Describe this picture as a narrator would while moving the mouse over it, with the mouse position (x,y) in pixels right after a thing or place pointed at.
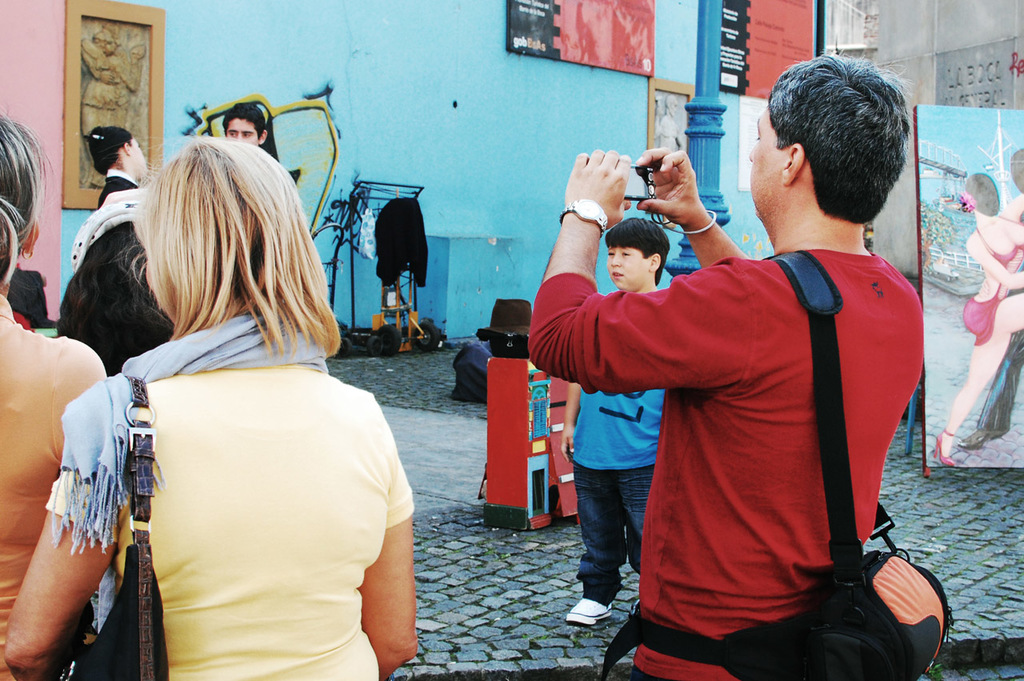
In this image we can see group of persons (341,529) standing on the floor (415,537). In the background (933,186) we can see paintings (959,240), kid (582,393), clothes (390,261), posters (592,39), building (883,24) and wall (398,89).
